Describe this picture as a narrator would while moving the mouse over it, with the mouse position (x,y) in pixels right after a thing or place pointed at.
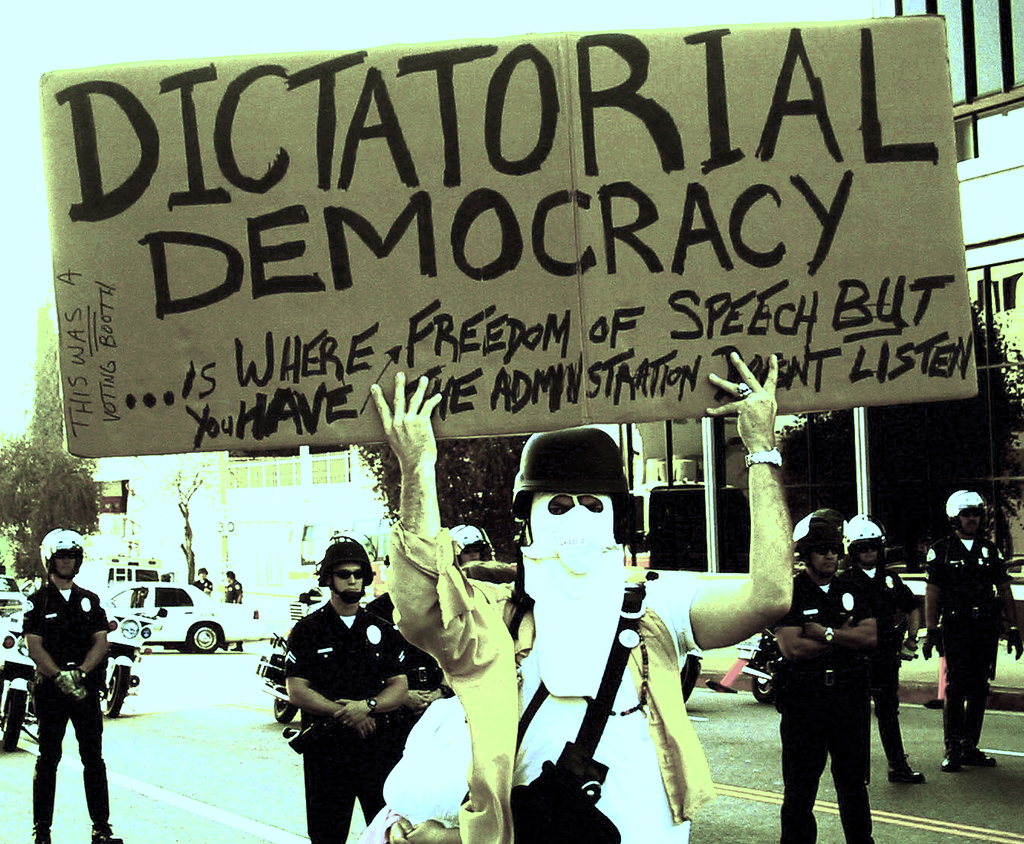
In this picture we can see some people (551,714) are standing, a person (561,633) in the front (542,636) is holding a board (486,346), there is some text (535,242) on the board (501,134), these people (574,706) wore helmets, in the background (905,459) there are buildings (812,508) and trees (492,505), on the left side (162,609) we can see a car (193,611) and bikes (11,624).
